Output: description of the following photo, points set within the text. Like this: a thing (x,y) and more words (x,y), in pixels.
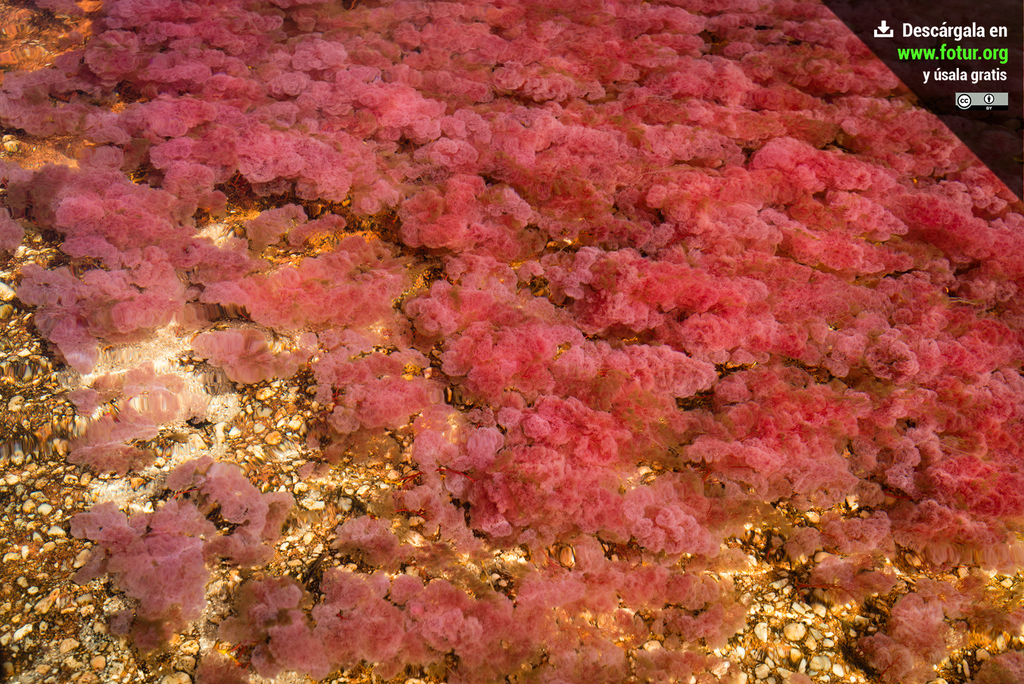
In the foreground of this image (621,458), it seems like sea algae (356,550) under the water (325,531).
